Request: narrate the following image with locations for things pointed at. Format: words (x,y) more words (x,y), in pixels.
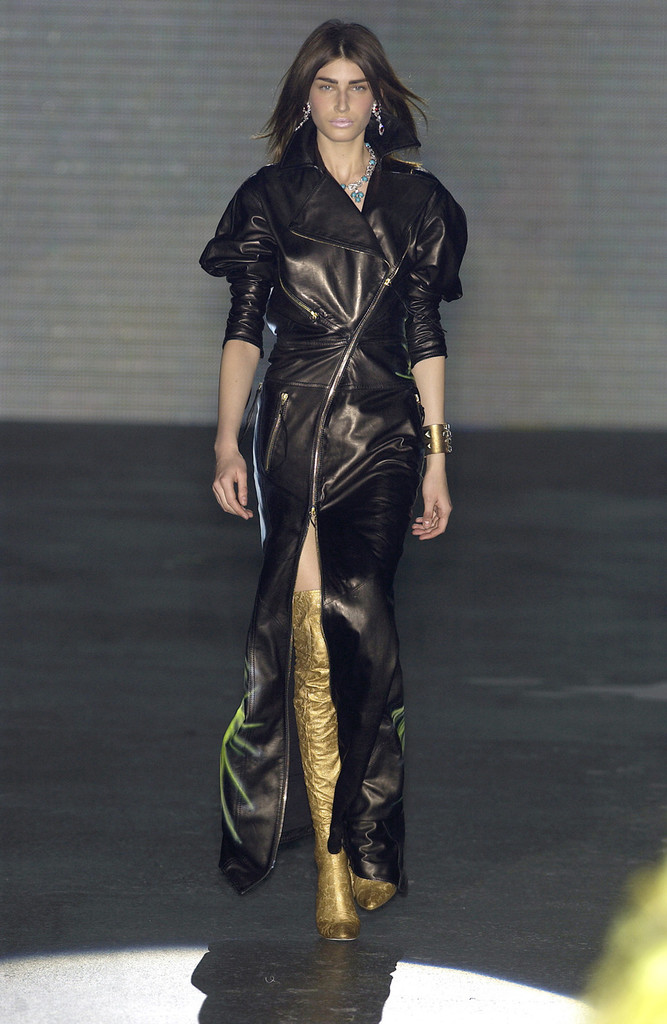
In this image we can see a woman (376,630) is walking on the floor (100,683). She is wearing a black color dress (355,381), jewelry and golden color shoes (323,778). In the background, we can see the wall (217,164).
